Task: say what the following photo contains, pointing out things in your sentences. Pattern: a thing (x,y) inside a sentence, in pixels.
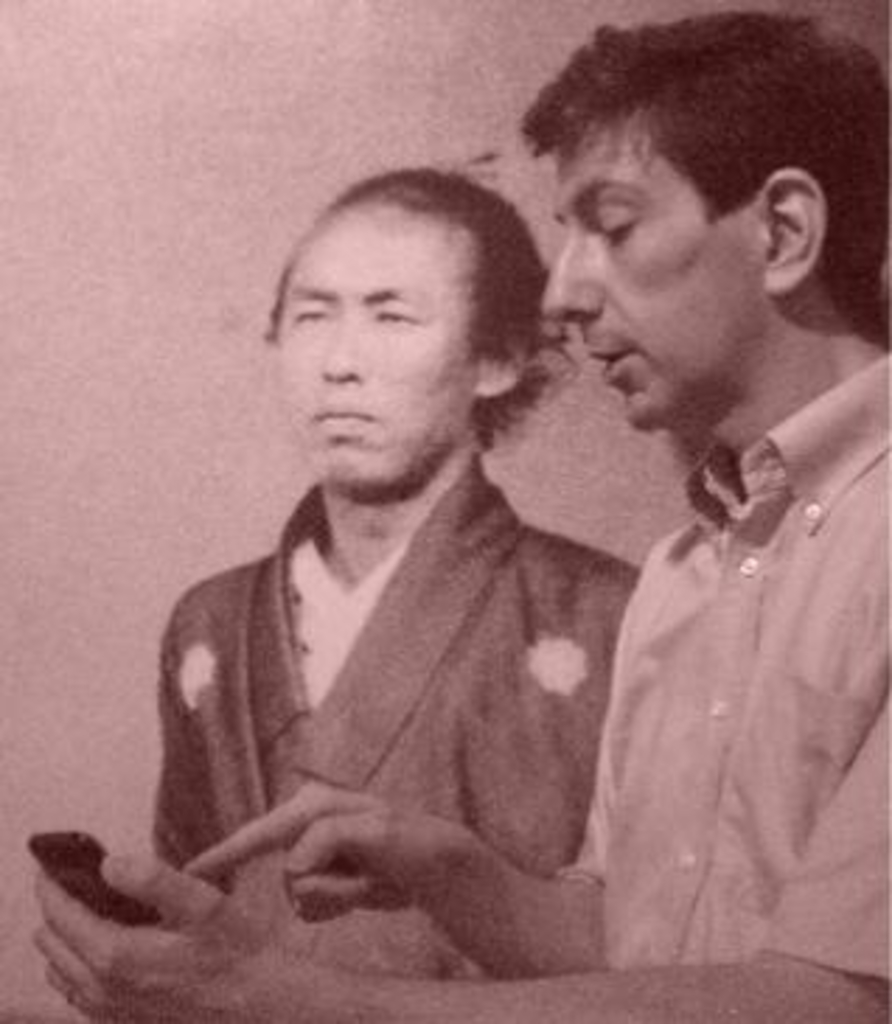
In this picture I can see two persons (574,601) and right hand side person (697,626) holding a mobile (101,902) and pointing the phone (67,893) with his finger (282,836).
